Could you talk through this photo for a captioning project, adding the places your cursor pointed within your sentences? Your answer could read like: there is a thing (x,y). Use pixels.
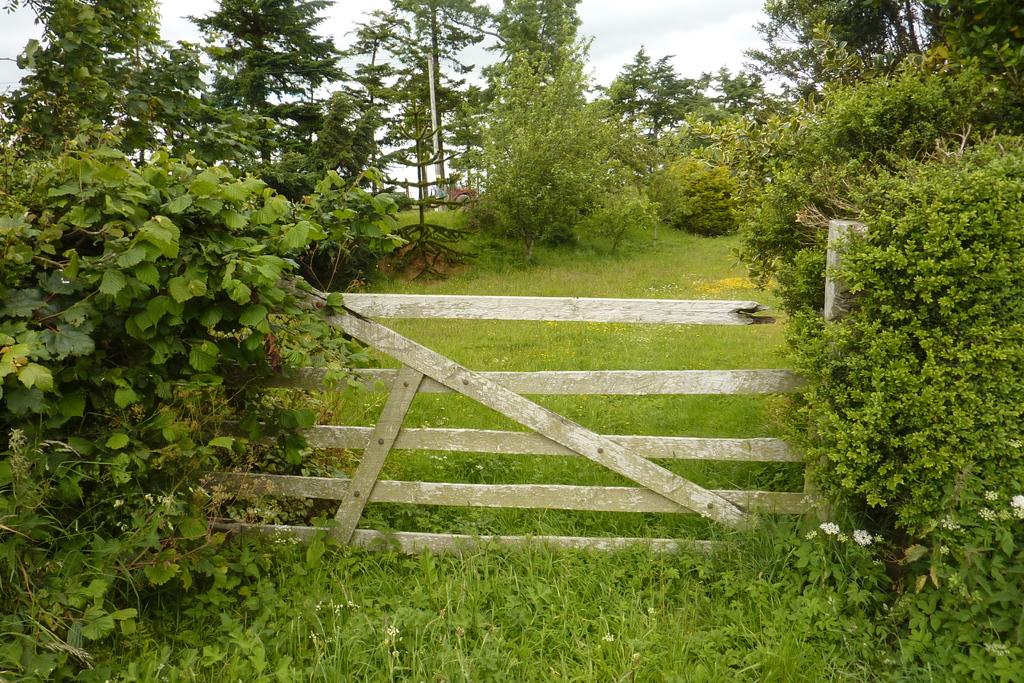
In this image we can see there is a wooden fencing (517,402) on the surface (361,561) of the grass (523,557). In the background (634,10) there are trees (574,143) and sky (595,22).
